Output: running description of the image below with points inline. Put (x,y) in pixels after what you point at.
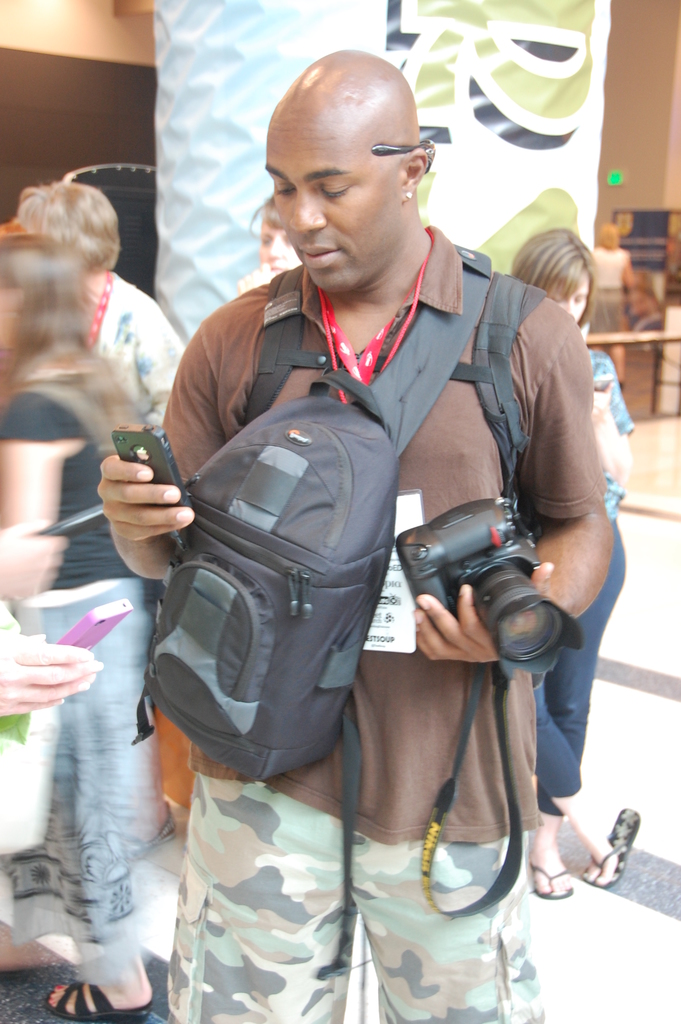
Here we can see a man (213,989) with a camera (537,605) in his hand (543,579) and a mobile phone (162,458) in another hand (128,475) having bags (301,487) on either side of him and behind him also we can see people (97,386) standing and there is a banner (160,67) behind him.
